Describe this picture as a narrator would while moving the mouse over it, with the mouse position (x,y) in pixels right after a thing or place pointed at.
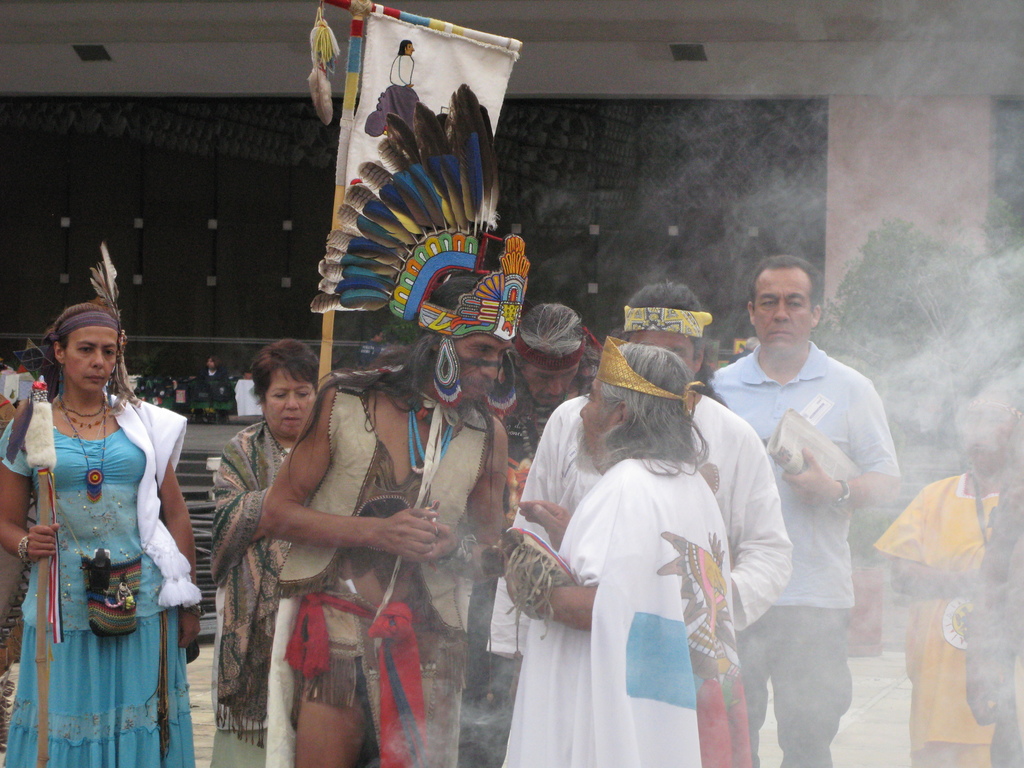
Here we can see few people (472,532) standing and on the left (91,500) there are two women (89,481) holding sticks (44,500) in their hands (37,533) and on the right (869,466) there is smoke (948,564) and a man (879,451) holding a book (829,459) in his hand (820,473). In the background (968,317) there is a plant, pillar (853,172), roof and some other objects (200,501).
